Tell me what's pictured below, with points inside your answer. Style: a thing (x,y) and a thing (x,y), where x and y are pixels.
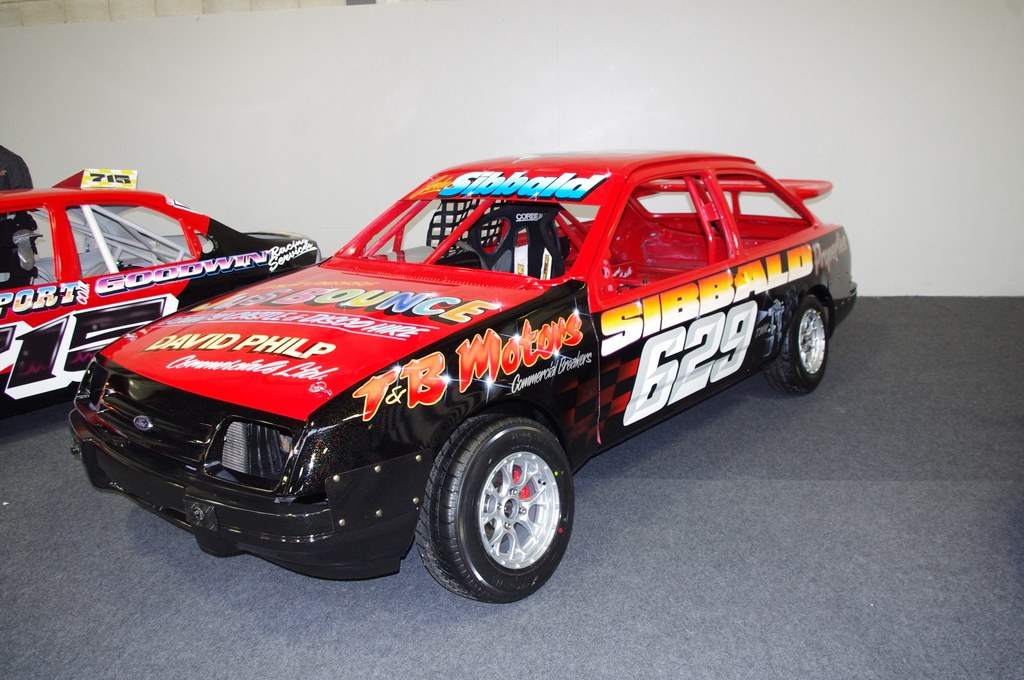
On the left of this picture (7,278) we can see the two race cars (181,286) are placed on an object (180,569) and we can see the text (389,334) on the cars (417,321) and we can see the numbers (692,353) on the car (430,394). In the background (192,198) we can see a white color object (430,71) and we can see some other objects (8,158).
